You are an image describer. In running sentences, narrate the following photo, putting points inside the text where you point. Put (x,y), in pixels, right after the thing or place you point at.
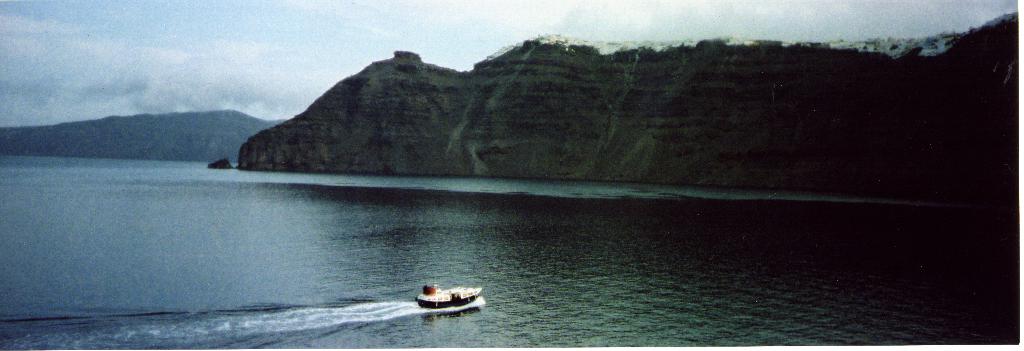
This picture shows a boat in the water (312,325) and we see hills (576,58) and a cloudy sky (349,65).
